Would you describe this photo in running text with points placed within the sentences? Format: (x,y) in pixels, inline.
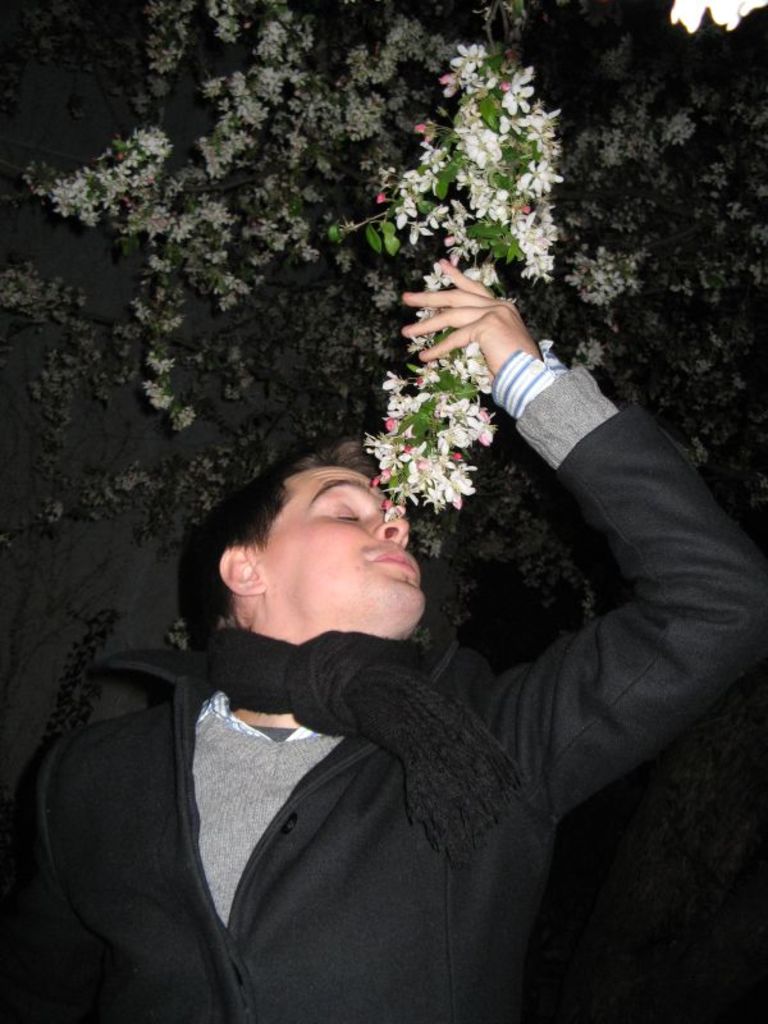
In the image we can see a man (306,785) standing, wearing clothes (324,715). Here we can see tiny flowers (463,443) and leaves (497,102).
